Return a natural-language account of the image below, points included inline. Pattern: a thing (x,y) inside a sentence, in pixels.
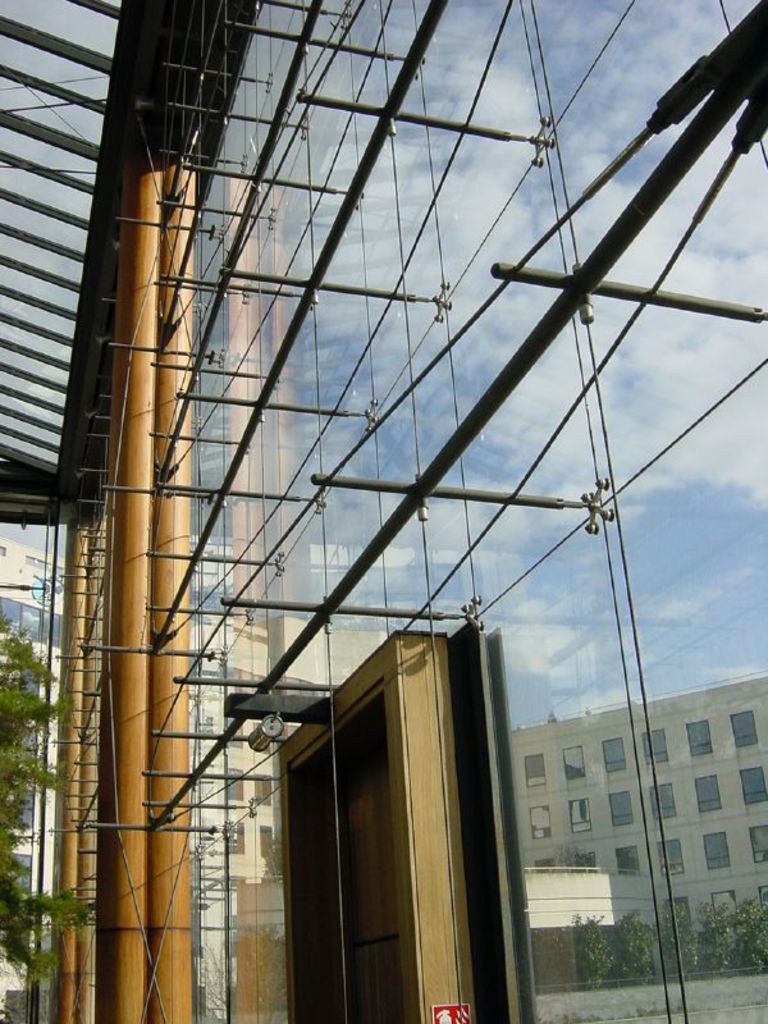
In this image I can see a glass building (440,461). I can see pillars (125,563) in brown color, background (6,673) I can see trees (13,662) in green color and the sky (54,455) is in blue and white color.
